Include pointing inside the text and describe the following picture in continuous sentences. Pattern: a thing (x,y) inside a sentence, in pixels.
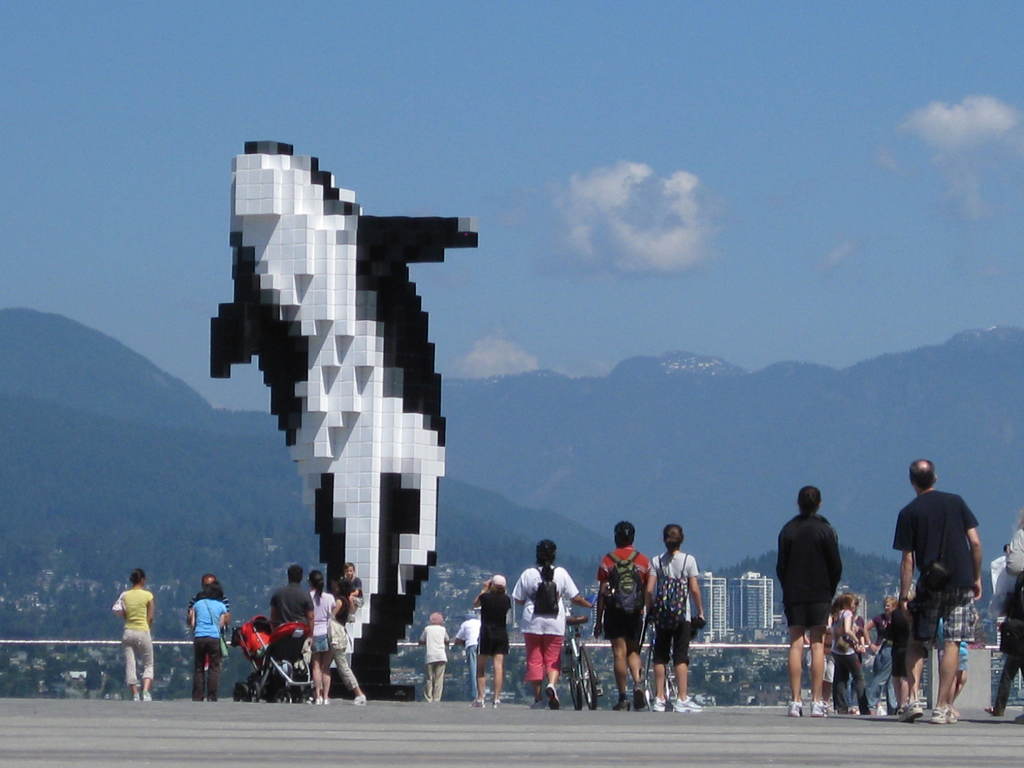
In this image we can see a sculpture (327,474) on the road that is build with blocks (388,634), baby pram (295,642), person (547,637) walking on the road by holding a bicycle (590,677) and some other persons (150,656) standing on the road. In the background (179,479) we can see buildings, trees (252,544), hills (529,482) and sky (627,186) with clouds (627,186).
